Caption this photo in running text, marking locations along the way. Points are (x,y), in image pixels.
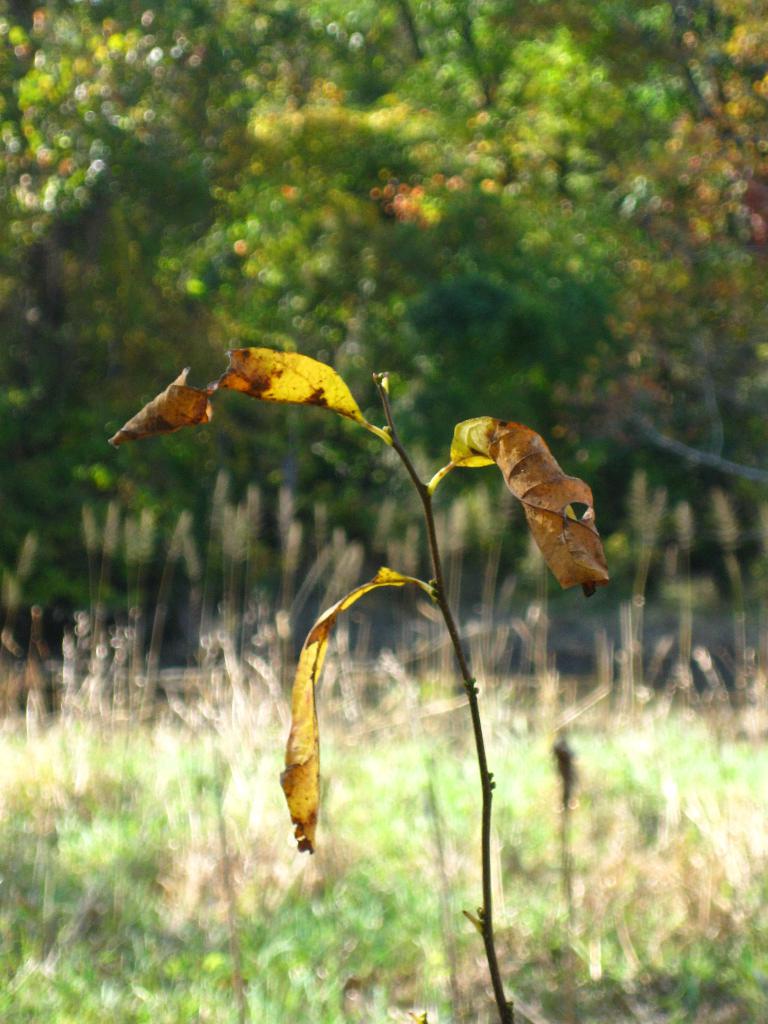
In this picture we can observe a plant (532,482) which has dried leaves (301,757). There is some grass (274,807) on the ground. In the background (368,442) there are trees (332,194).
